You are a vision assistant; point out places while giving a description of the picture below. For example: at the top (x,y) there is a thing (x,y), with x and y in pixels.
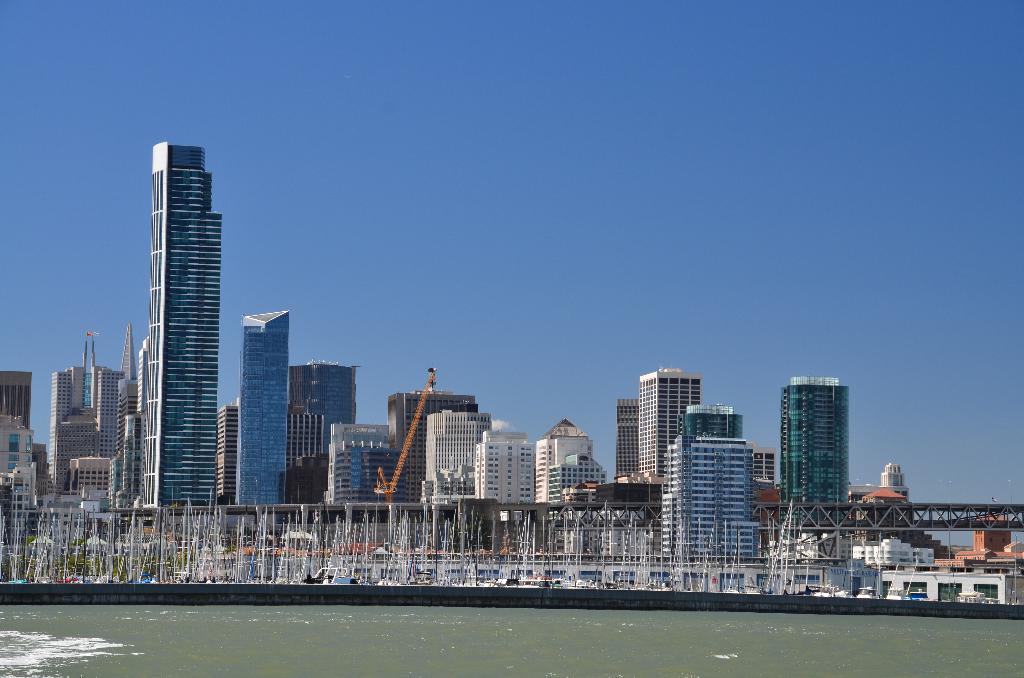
In this picture I can see some water (265,619), side there are some buildings (328,450) and some bridges (499,520).
